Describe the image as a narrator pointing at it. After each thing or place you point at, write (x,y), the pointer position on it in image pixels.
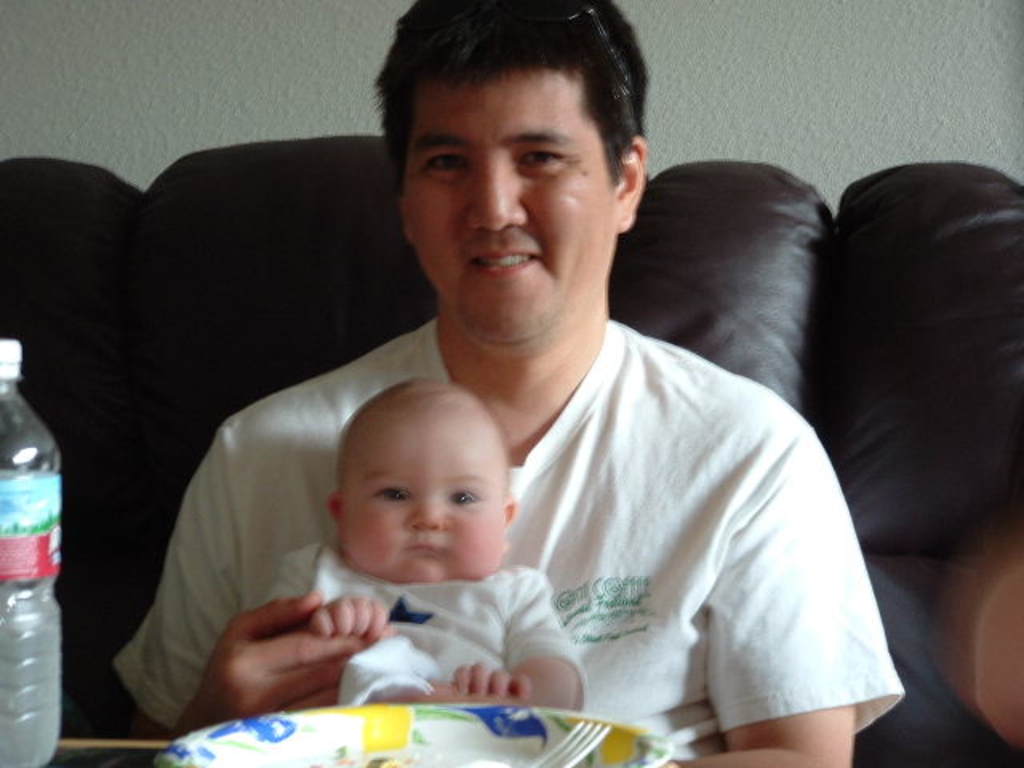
This picture is clicked inside the room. Here, we see a man (630,515) in white T-shirt (605,552) is carrying baby (443,389) in his hands (293,624) and he is smiling. In front of him, we see a table (133,745) on which plate (488,738), fork (599,723) and water bottle (42,686) are placed. He is sitting on sofa (908,432). Behind him, we see white wall (743,100).
